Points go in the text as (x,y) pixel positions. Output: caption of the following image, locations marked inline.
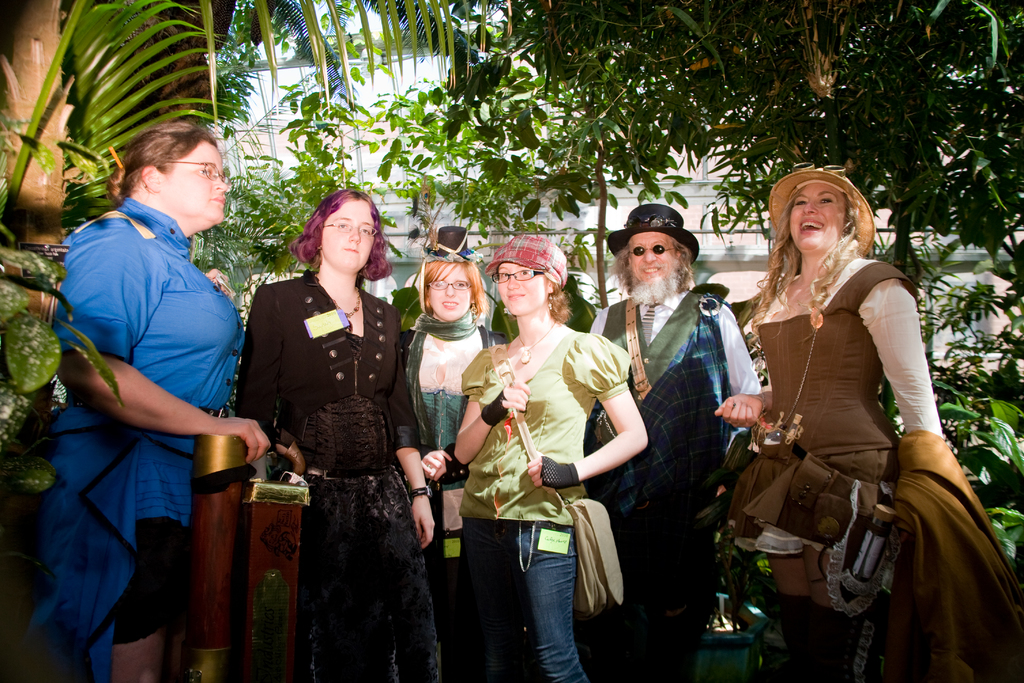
In this image I can see six persons (464,370) are standing. I can also see except two rest all are wearing hats (632,233). In the front (778,591) I can see two of them are carrying bags (831,497). On the left side of this image (207,617) I can see few brown colour things (203,534) and a tree (52,237). I can also see few more trees (867,163) in the background (392,117).
